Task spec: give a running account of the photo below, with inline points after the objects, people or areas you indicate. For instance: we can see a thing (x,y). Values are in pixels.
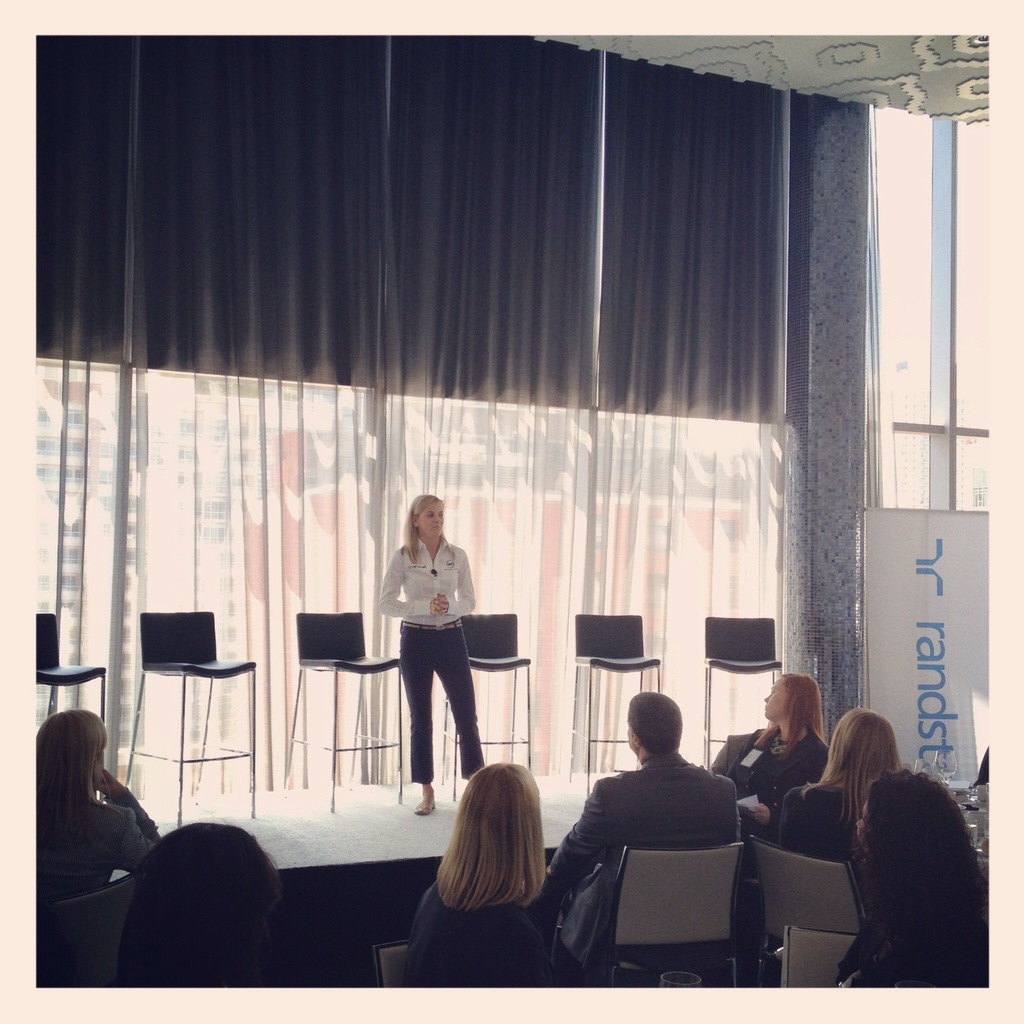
This picture is clicked inside the room (890,872). In the foreground (569,969) we can see the group of persons (448,890) sitting on the chairs (696,937). On the right (922,643) we can see the text (922,643) on the banner (920,586). In the background (525,177) we can see the curtain (542,181) and the chairs (474,651) and we can see a woman (432,587) wearing white color shirt (453,561) and standing and in the background (897,215) we can see some other objects (837,255).
